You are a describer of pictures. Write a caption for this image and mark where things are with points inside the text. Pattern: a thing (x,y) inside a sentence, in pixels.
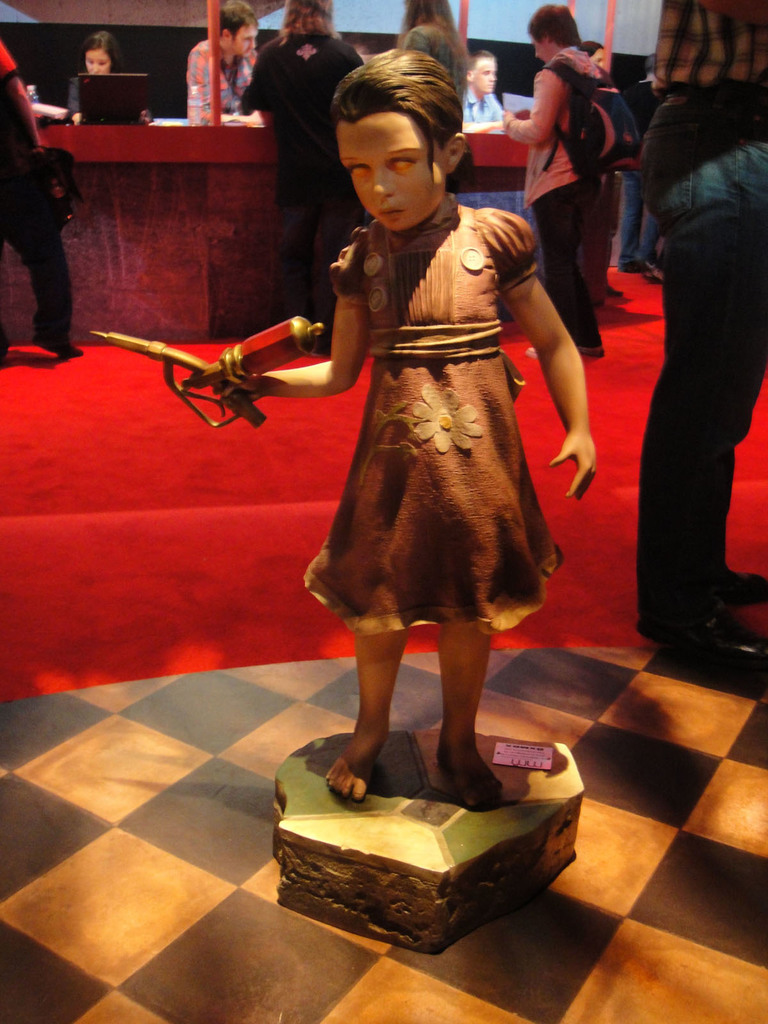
In the center of the image (447,664) there is a depiction of a girl (458,340). In the background of the image (303,49) there are people (592,70) standing. There is red color carpet (137,537). At the bottom of the image (256,966) there is floor (553,976).
